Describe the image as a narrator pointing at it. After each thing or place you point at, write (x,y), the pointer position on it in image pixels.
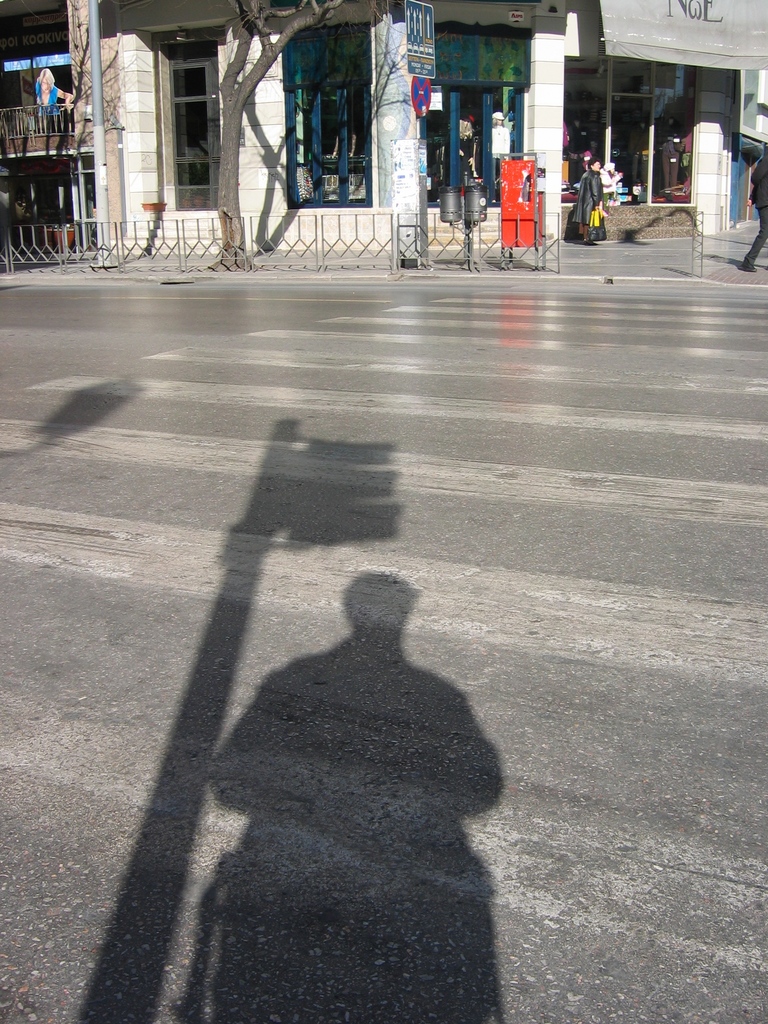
There are shadows (311,684) on the road (294,597) in the foreground (319,695), there is a tree (235,257), boundary (284,228), people (609,190), it seems like stalls (300,161), pole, pillars (704,191) and other objects (665,173) at the top side (373,170).
